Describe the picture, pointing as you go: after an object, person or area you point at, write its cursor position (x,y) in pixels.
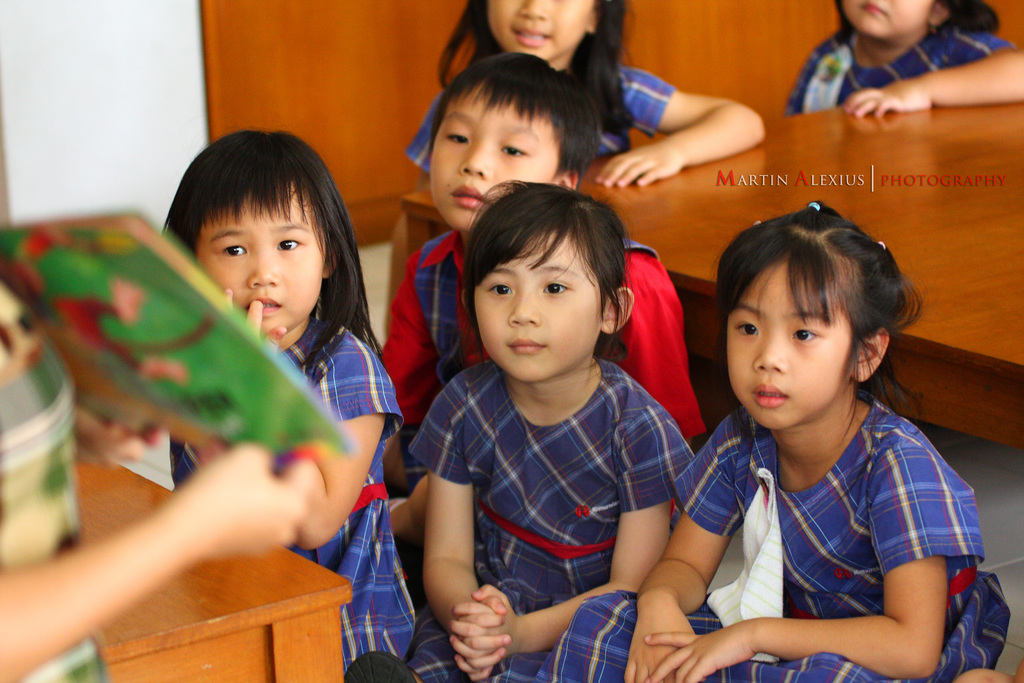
In this picture we can see a group of kids (567,429) sitting on the floor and a person (67,580) is holding an object (110,363). Behind the kids (493,303) there is a wooden table (712,191) and a wall (239,95).
